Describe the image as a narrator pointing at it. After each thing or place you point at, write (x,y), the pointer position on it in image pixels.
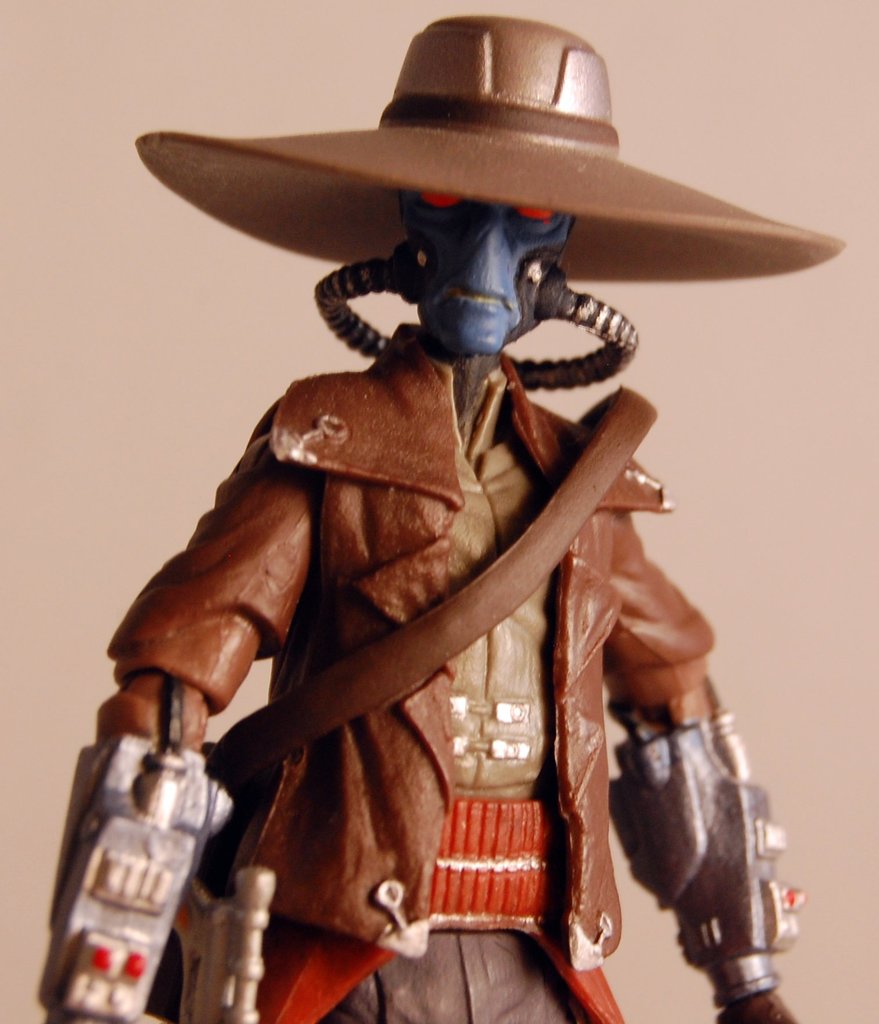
In the middle of this image (341,555), there is a statue (386,291) of a person (386,291), who is holding a gun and wearing a cap (694,235). And the background is cream in color.
